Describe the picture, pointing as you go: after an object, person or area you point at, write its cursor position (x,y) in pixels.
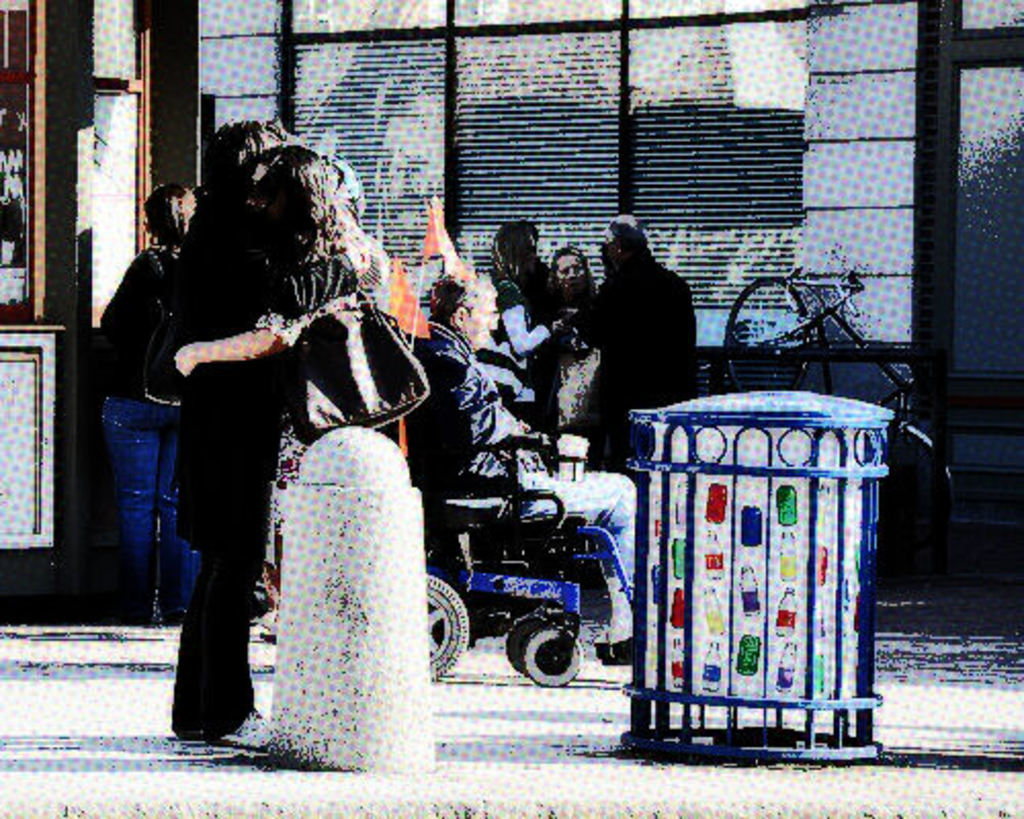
In the middle of the image (502,283) few people (510,293) are standing and a person (477,284) is sitting on a wheelchair (555,532). Behind them there is a wall (892,98).
